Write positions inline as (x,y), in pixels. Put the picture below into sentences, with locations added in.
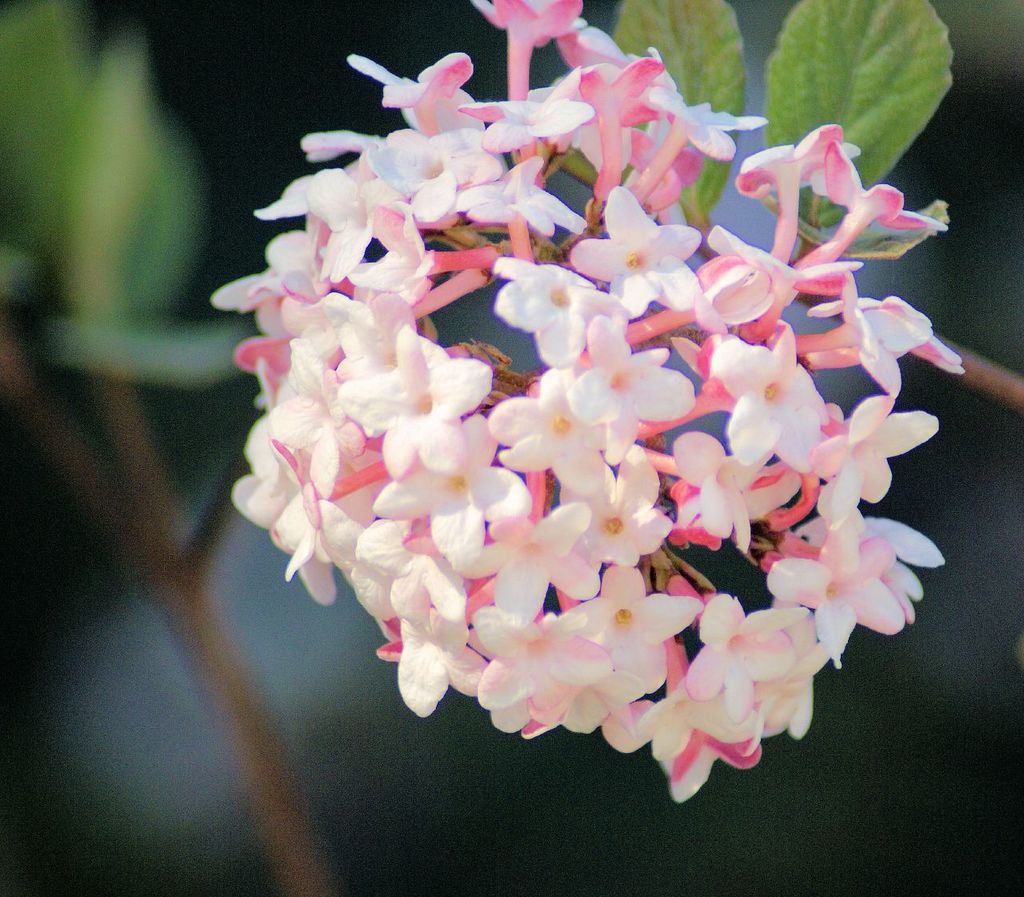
In this picture we can see flowers (668,424) and leaves (834,105) here, we can see a blurry background (125,183).
